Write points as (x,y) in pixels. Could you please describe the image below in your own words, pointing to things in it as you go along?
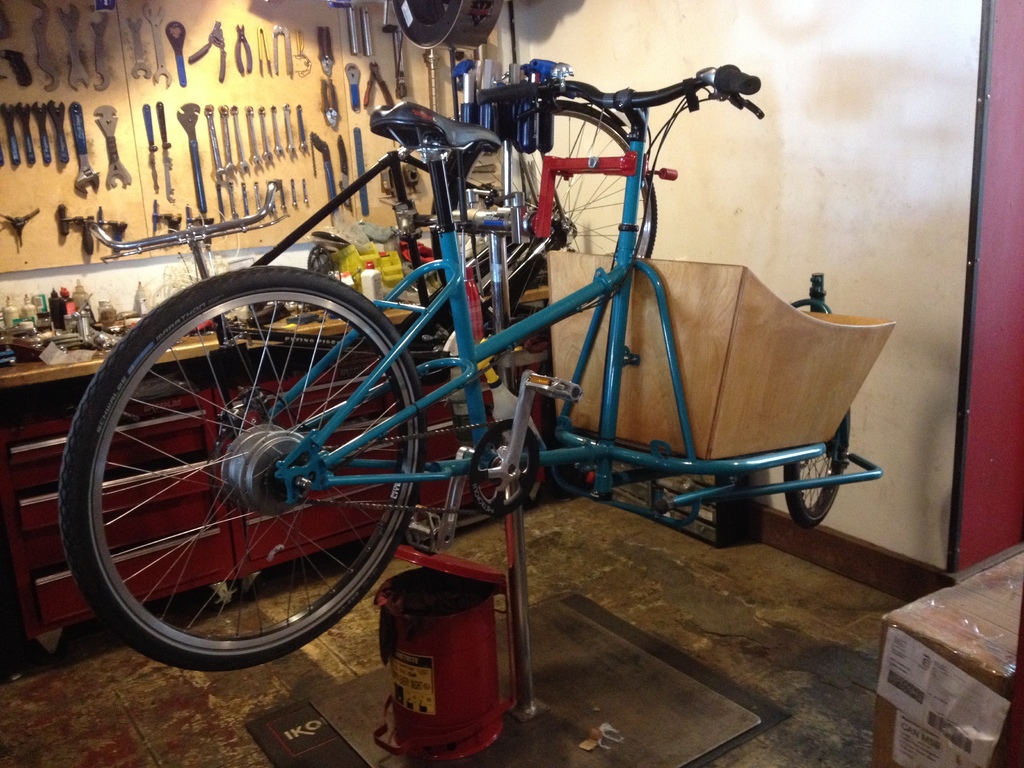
In this picture I can see bicycles (554,461) to a iron rod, there is a cardboard box (943,741), there are wrenches (209,126) and some other tools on the board (166,228), which is attached to the wall (179,263), these look like bottles (138,293) and there are some other items (59,340) on the cabinet (358,359).
